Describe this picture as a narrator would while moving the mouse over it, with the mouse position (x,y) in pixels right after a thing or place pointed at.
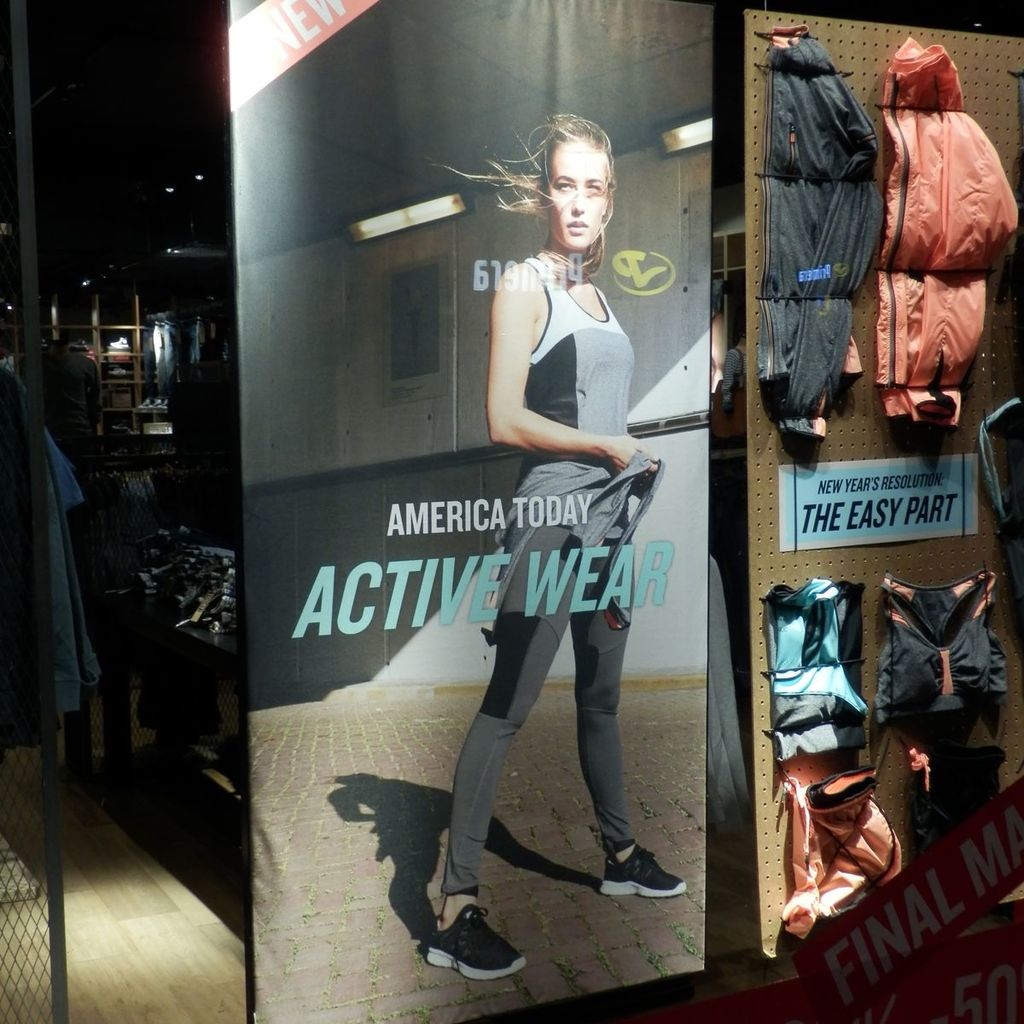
In the image we can see the poster (458,438), in the poster (480,427) we can see the picture of the woman (554,408) standing, wearing clothes (577,558) and shoes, we can even see some text (490,512) on the poster (477,528). Here we can see the jackets (817,233), floor (186,891), mesh (19,835) and the background (95,137) is dark.
